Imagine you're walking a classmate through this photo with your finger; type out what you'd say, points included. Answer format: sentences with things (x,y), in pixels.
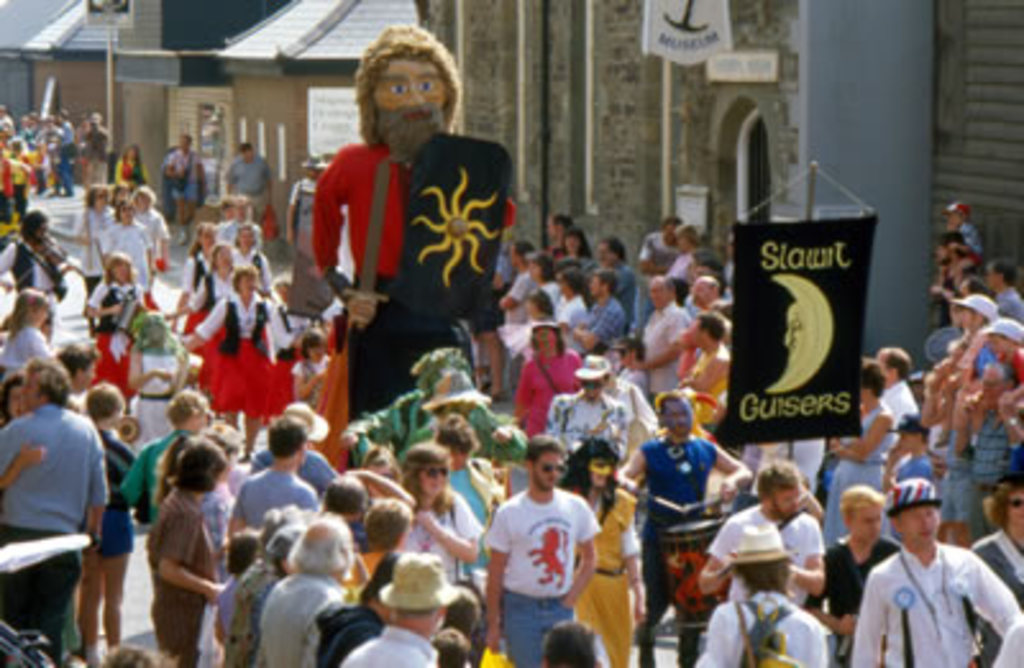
In the image we can see there are many people (529,405) wearing clothes (104,487) and some of them are wearing hats (894,497), these are the posters (799,351) and this is a statue (387,243). We can even see a building (673,72), this is a footpath (70,205) and a musical instrument (694,559).
